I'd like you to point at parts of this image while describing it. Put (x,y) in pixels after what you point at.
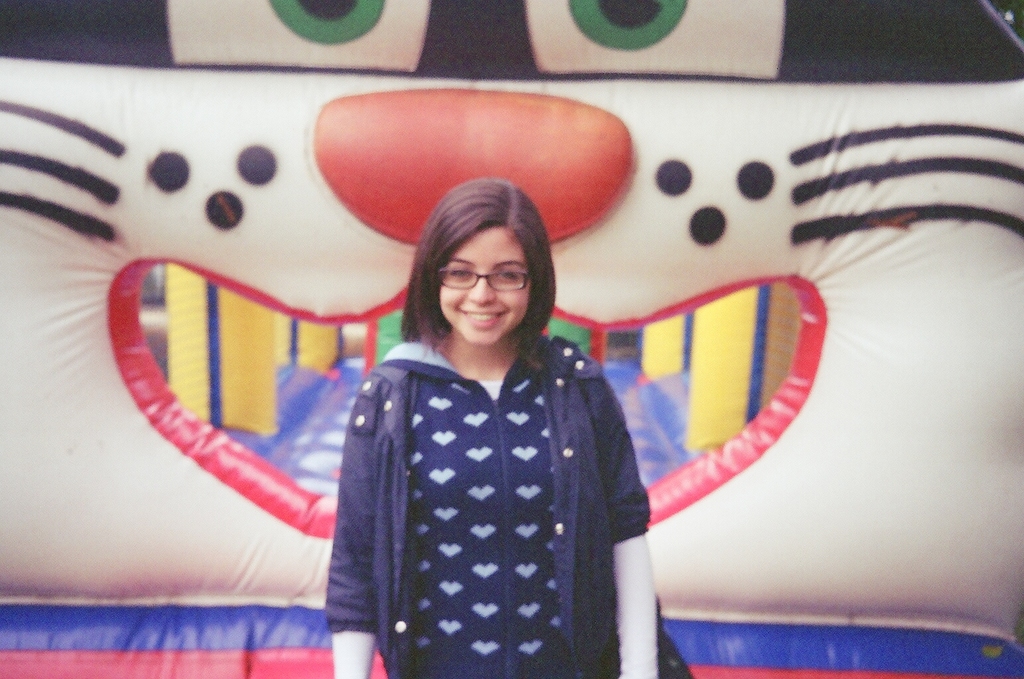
In the image we can see a woman (549,499) standing, wearing clothes (493,387) and spectacles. Behind her we can see inflatable cat (514,180).
